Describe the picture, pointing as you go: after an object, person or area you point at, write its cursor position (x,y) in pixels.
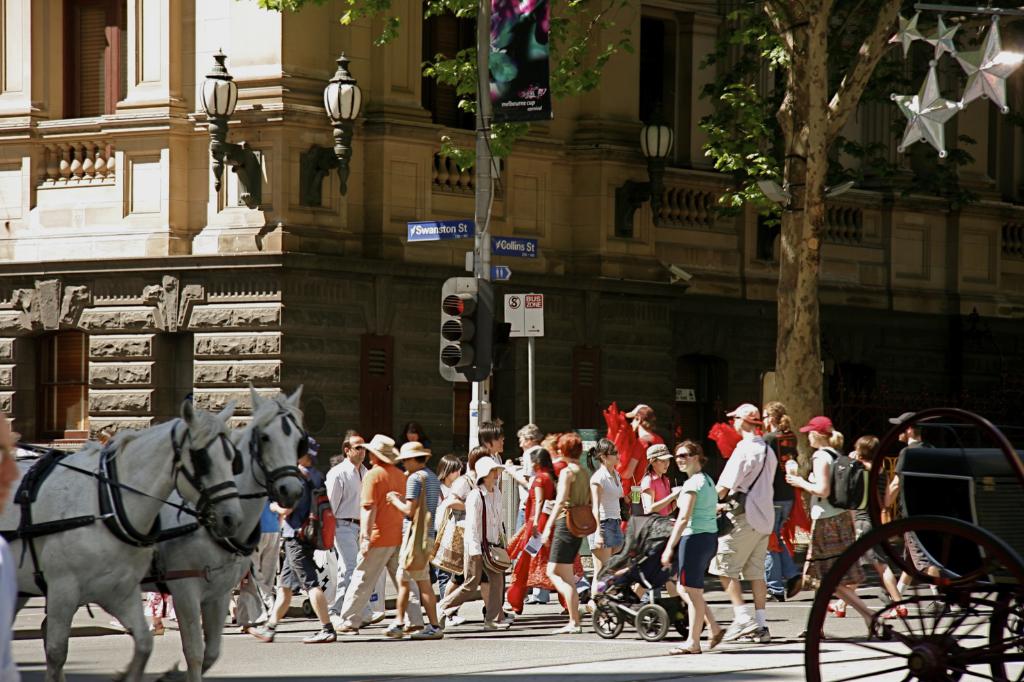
In the picture we can see a building (831,207) and to the building (107,200) we can see some windows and lamps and near it we can see a pole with traffic light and a tree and to it we can see some stars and near the tree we can see some people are walking on the path (725,652) and beside them we can see a road (743,657) on it we can see horse cart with two horses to it which are white in color and in front of it we can see another cart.
